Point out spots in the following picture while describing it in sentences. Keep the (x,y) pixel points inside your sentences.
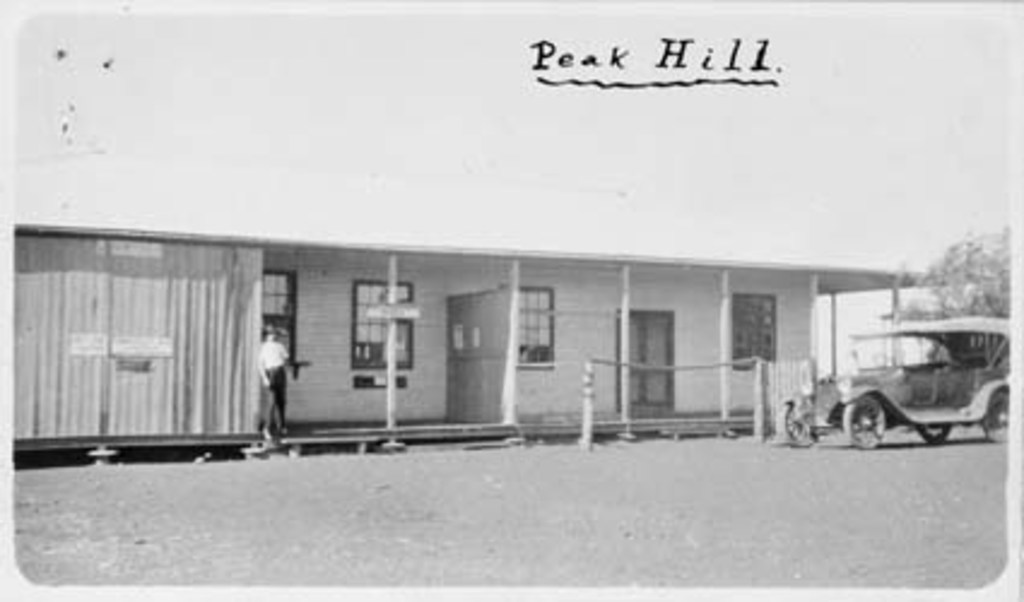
In this image there is a vehicle (914,369) on the road (987,451). There is a tree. In the background of the image (270,350) there is a person (271,409). There is a building (609,320). In the background of the image (664,207) there is sky (875,155). There is some text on the top of the image (686,61).
